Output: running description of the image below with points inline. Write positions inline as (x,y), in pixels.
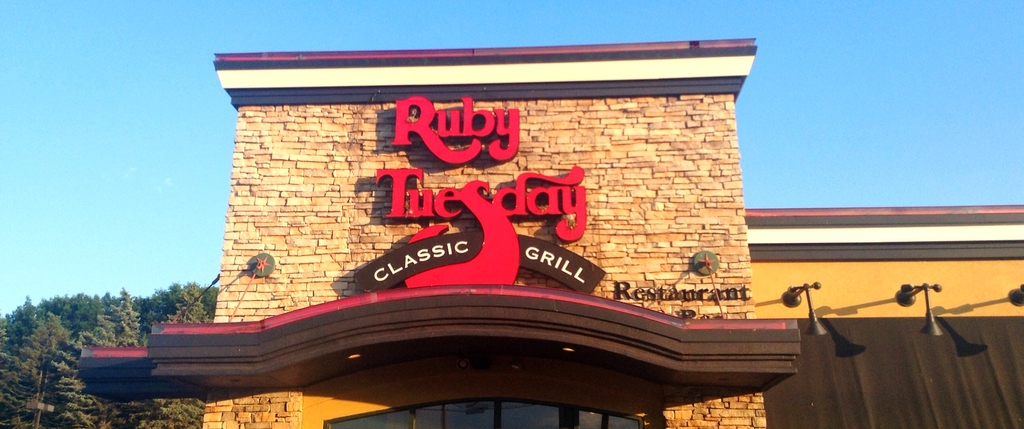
This picture is taken from outside of the building (573,325) and it is sunny. In this image, on the left side (164,418), we can see some trees (5,420) and plants (74,416) and a pole (45,397). In the middle of the image (606,264), we can see a building (621,322), on the building (548,299), we can see some text (451,154) written on it. On the right side (936,373), we can see a curtain (860,364), few metal objects (929,289). At the top (769,93), we can see a sky (222,16).
